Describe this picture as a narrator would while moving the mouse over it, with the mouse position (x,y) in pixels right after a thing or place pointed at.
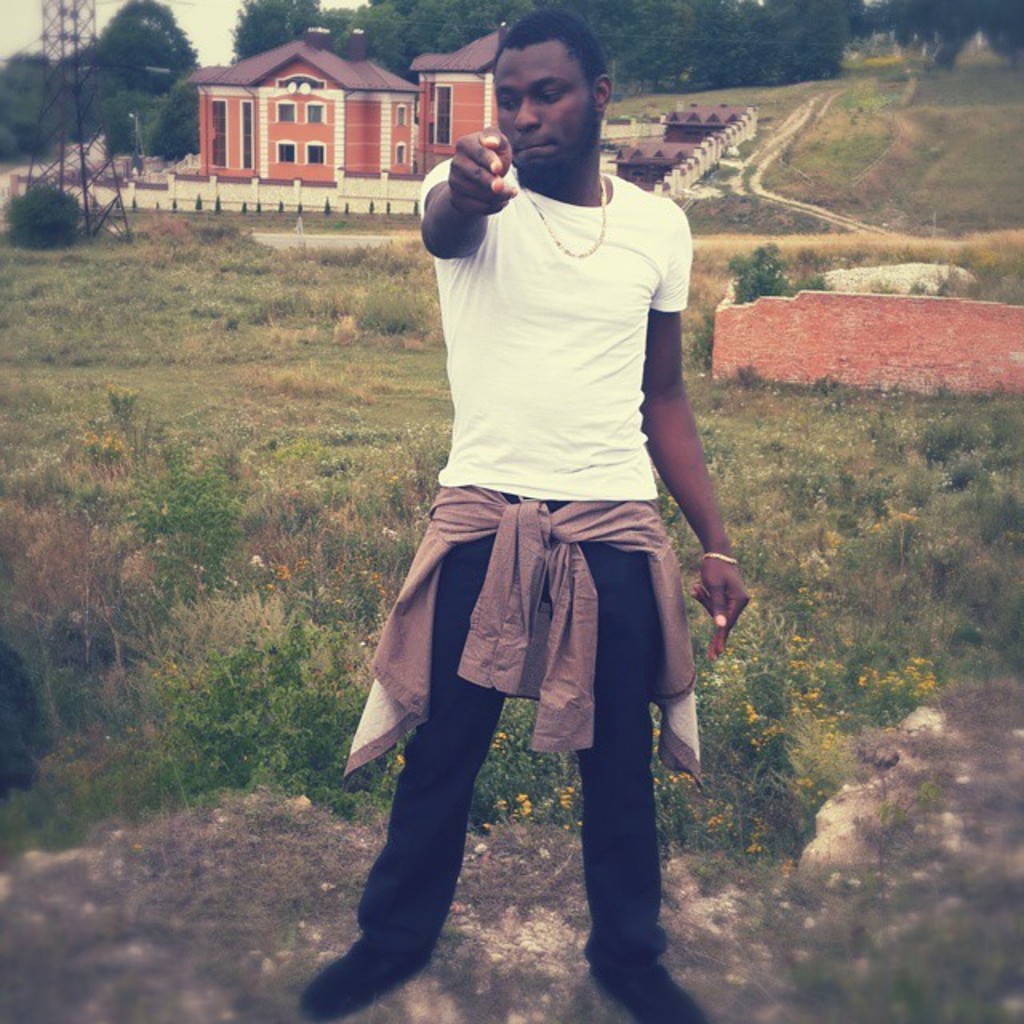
Here i can see a person (359,972) standing in a garden (554,954) behind the person (713,603), I can see certain trees (770,25) after that i can see two buildings (329,74) which is build with boundary wall (724,140) and they are certain trees (671,10) and finally i can see a tiny yellow color flowers (926,684) and electrical pole (84,153) a tower (58,133).
